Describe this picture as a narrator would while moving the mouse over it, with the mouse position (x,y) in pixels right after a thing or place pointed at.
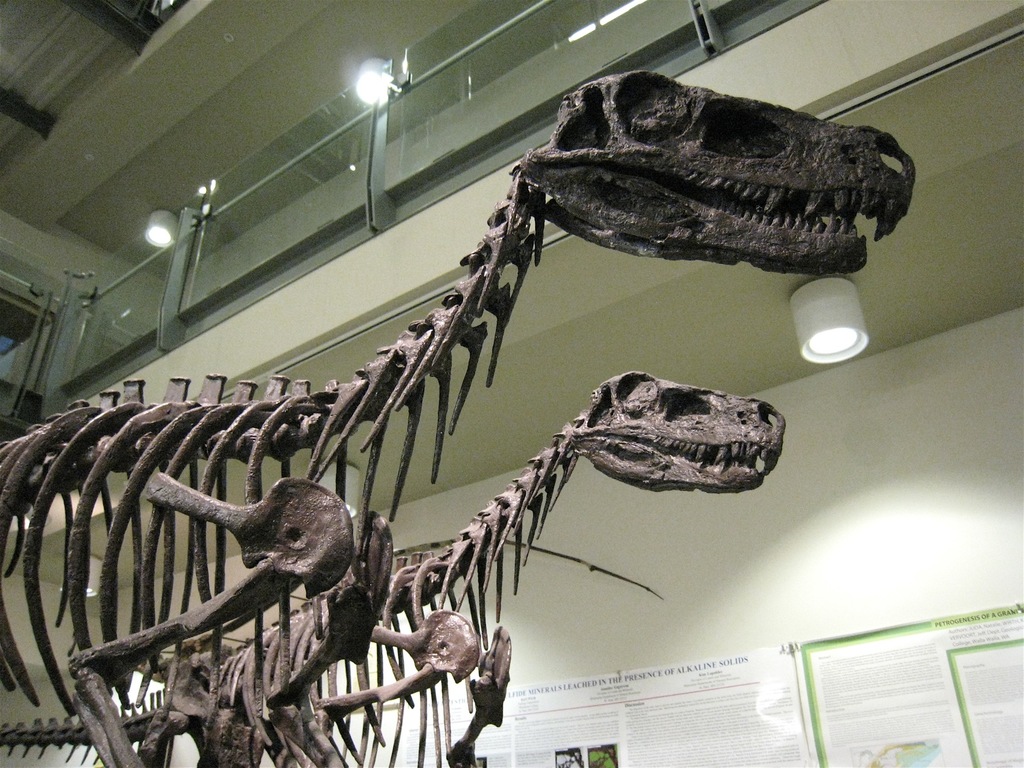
There are skeletons of dinosaurs (423,567) on the floor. In the background (788,729), there are posters (587,715) on the wall (767,559), there are lights (810,355) attached to the roofs (112,165) and there is glass fencing (106,286).
